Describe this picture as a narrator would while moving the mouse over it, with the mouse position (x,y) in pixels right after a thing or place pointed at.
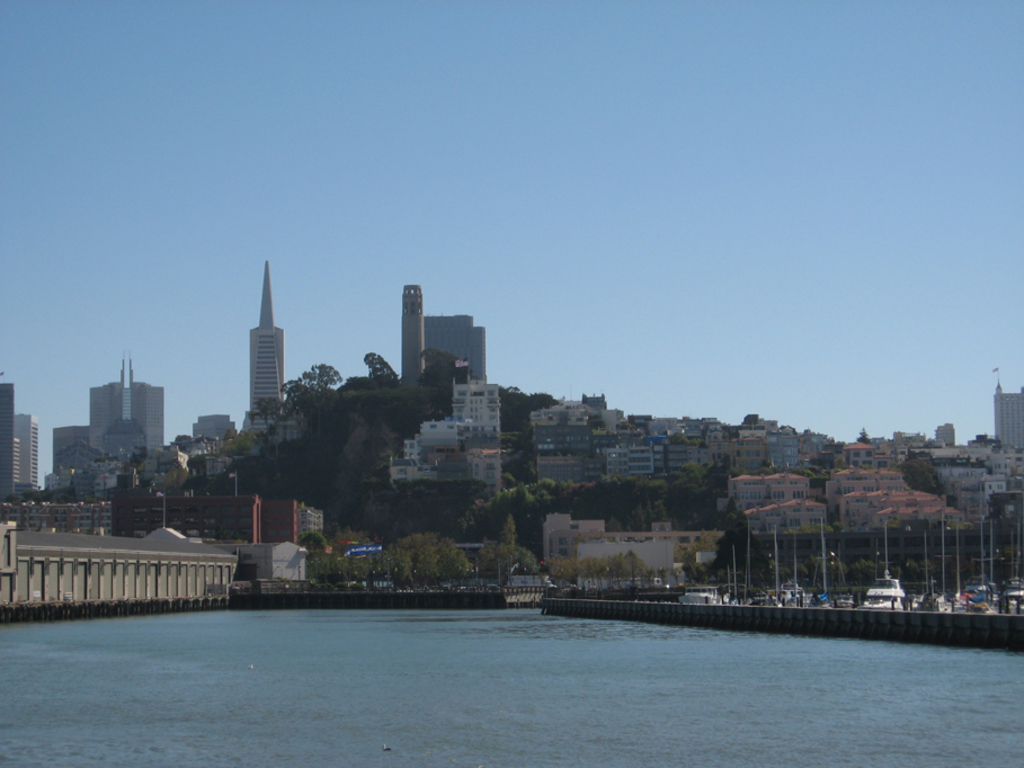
In this image we can see a group of buildings (602,469) with windows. We can also see a water body (532,669), trees (547,509), poles (749,572) and the sky (557,188) which looks clear.
